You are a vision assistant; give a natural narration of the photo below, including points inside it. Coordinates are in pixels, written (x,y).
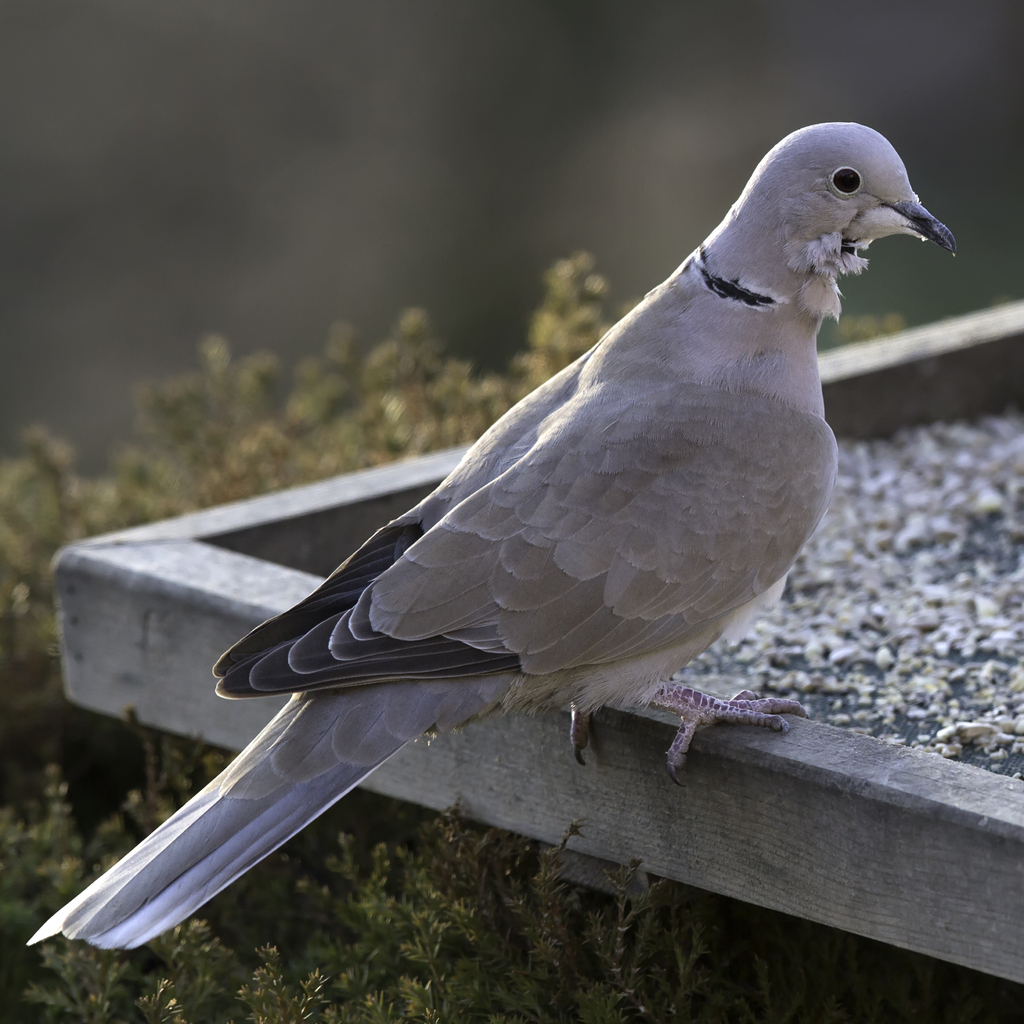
In this picture there is a pigeon (603,386) in the center of the image (681,603) and there are plants (13,510) at the bottom side of the image (400,860).
